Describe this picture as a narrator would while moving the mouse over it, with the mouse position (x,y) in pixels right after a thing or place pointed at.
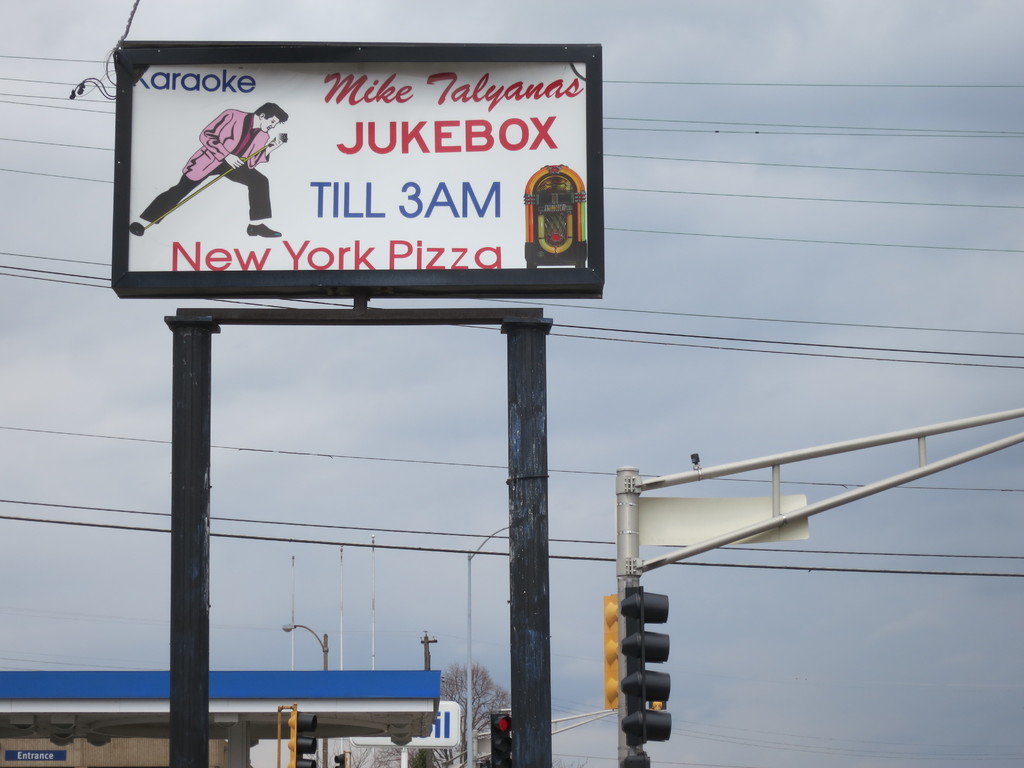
In this picture we can see hoarding (218,112), poles (722,538), traffic signals (307,716), wires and shed (342,679). In the background of the image (443,719) we can see poles (374,582), lights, boards (454,712), wall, tree (449,680) and sky (380,503).
